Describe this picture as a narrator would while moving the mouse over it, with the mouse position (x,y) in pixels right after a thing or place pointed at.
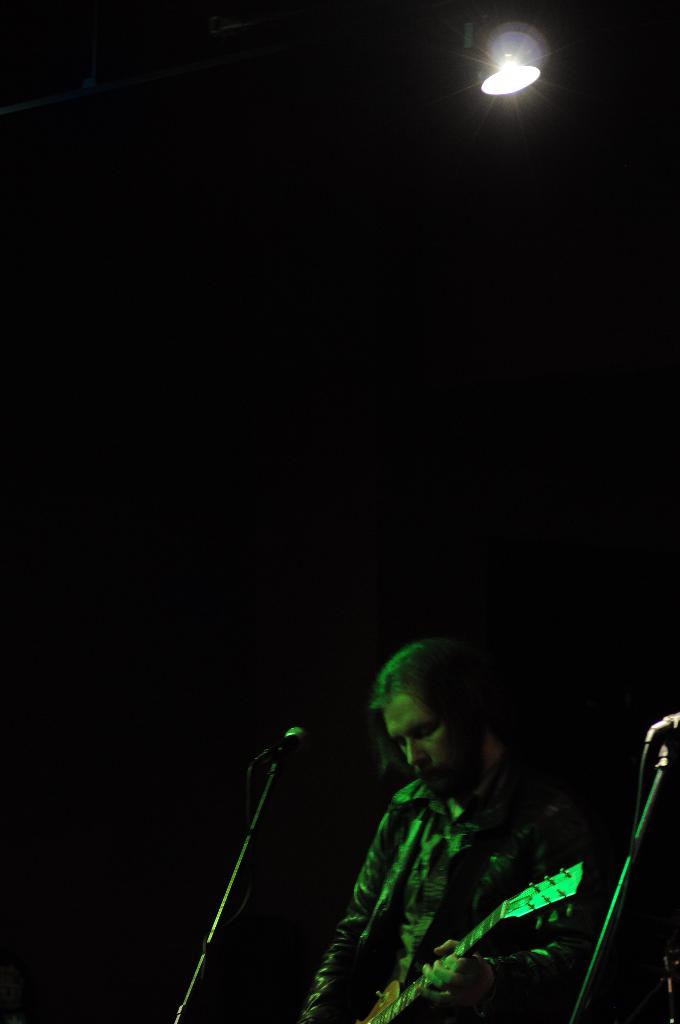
The man (433,844) at the bottom of the picture (445,882) wearing a black jacket (363,902) is holding a guitar (385,1000) in his hands (458,996) and he is playing it. In front of him, we see a microphone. Beside him, we see a microphone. At the top of the picture (517,20), we see the light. In the background (327,455), it is black in color. This picture might be clicked in the dark.
